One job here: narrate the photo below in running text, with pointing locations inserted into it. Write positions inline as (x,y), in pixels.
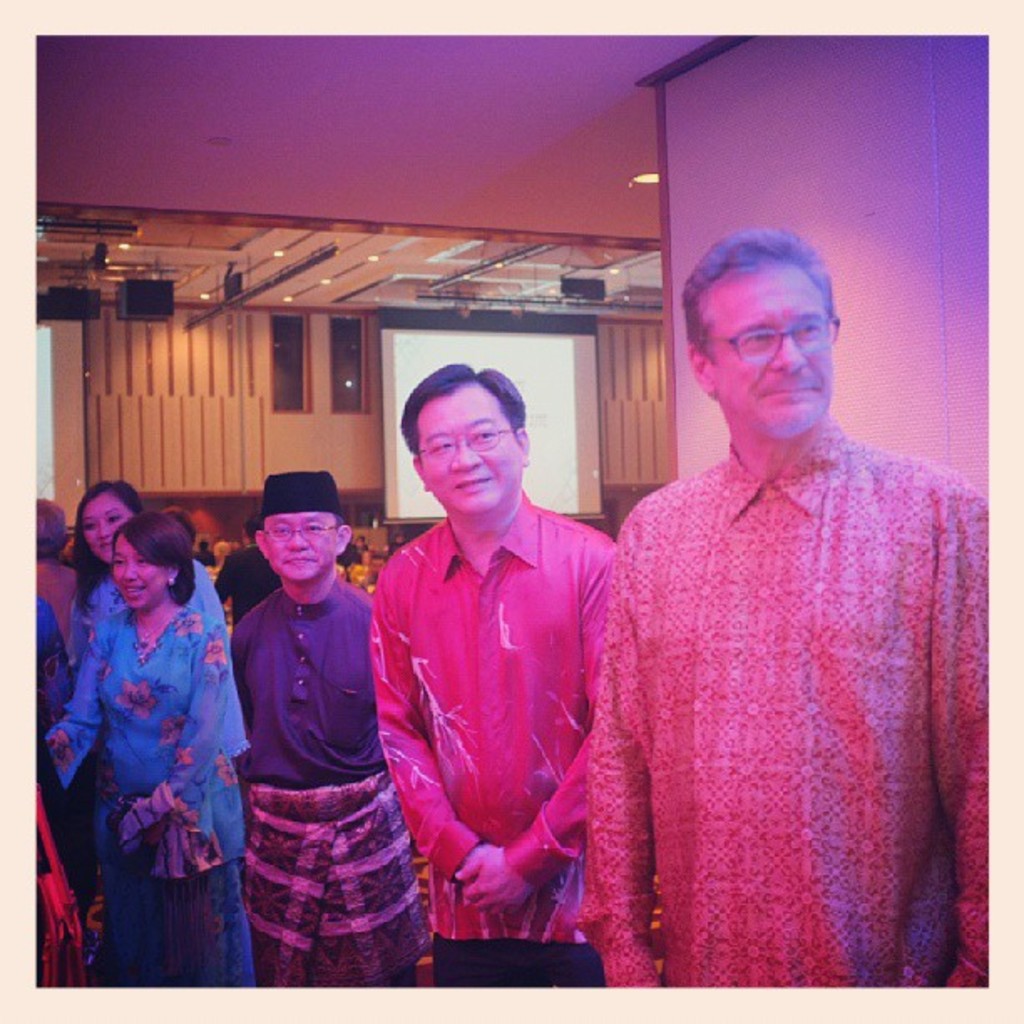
In this image, we can see persons (544,680) wearing clothes (512,674). There is a wall (835,219) in the top right of the image (887,256). There is a screen (547,400) in the middle of the image (486,345). There is a ceiling (484,146) at the top of the image (563,113).
